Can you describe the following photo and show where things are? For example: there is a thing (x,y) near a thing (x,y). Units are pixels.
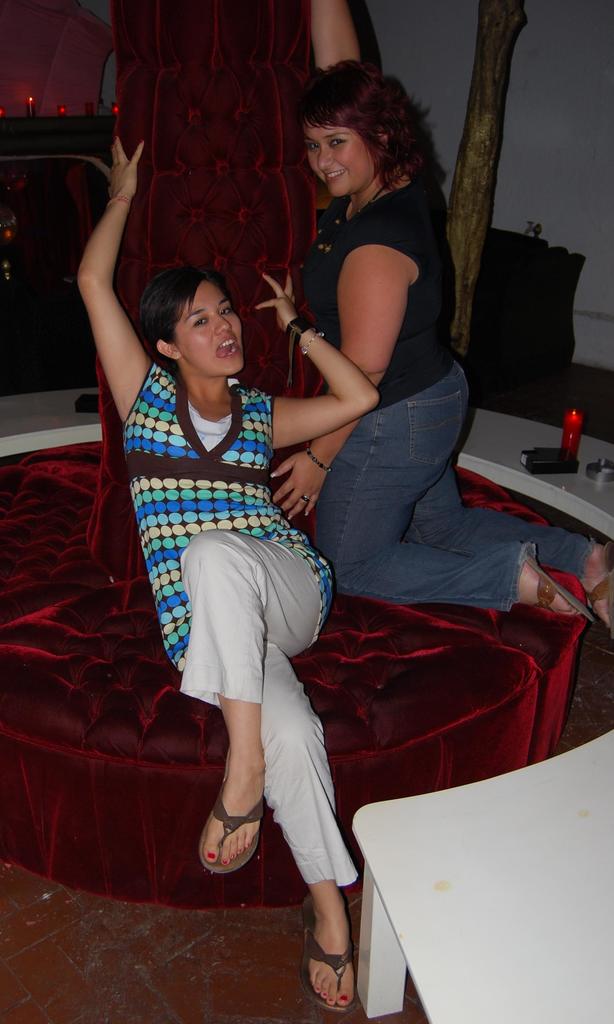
In this image I can see there are the two woman (344,440) sit on the sofa set (40,618) and their mouth (341,171) is open, and back ground I can see there is a light (32,101), on the table (516,428) there are some objects (596,466) kept on that.
